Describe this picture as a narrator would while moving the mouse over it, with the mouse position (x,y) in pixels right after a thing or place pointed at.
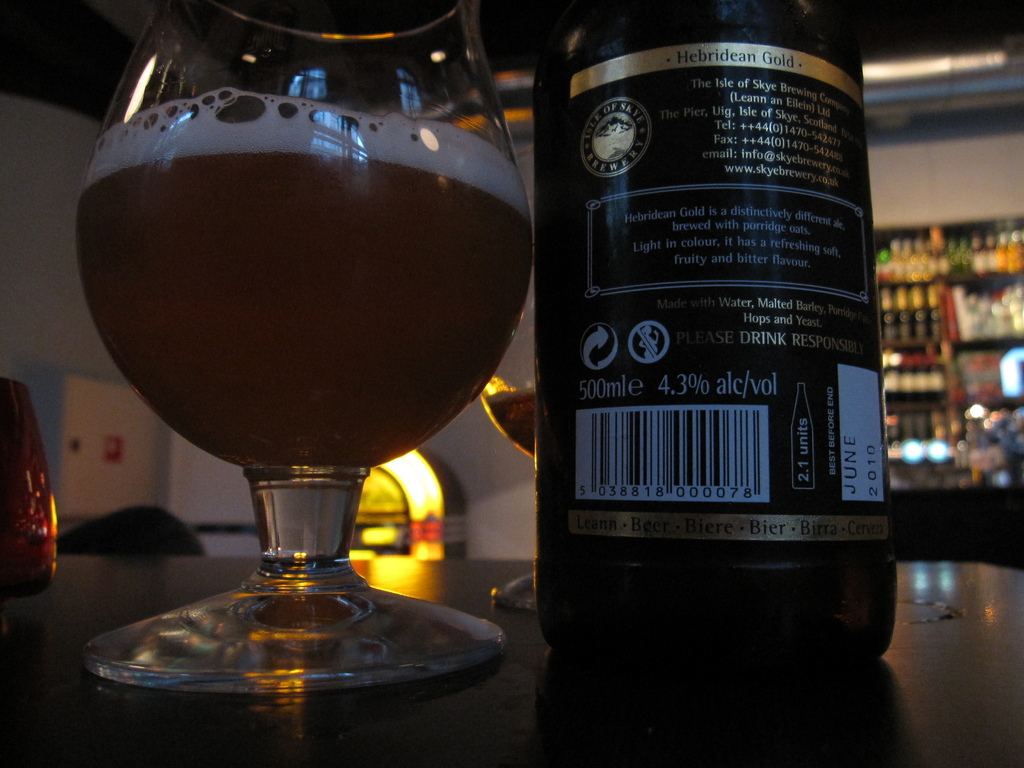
In the picture I can see glasses (334,267) and a bottle (688,308) on a table (699,707). In the background (908,383) I can see shelf (892,414) with bottles (892,368). The background of the image (896,315) is blurred.
